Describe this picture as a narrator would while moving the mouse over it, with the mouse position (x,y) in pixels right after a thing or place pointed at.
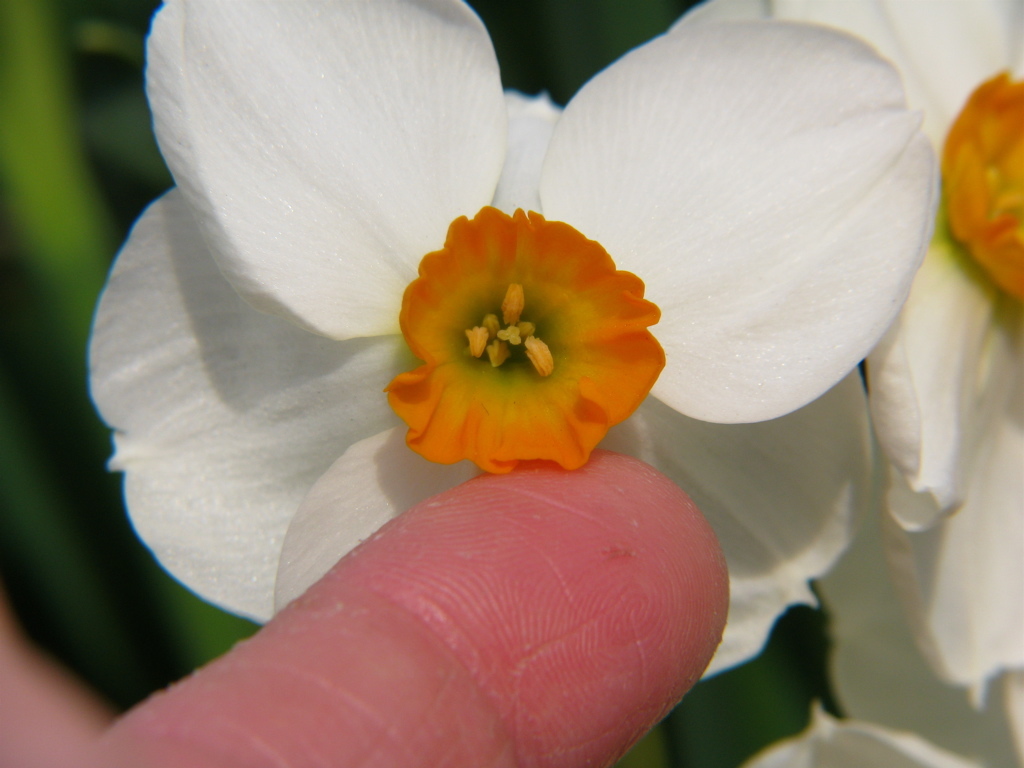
This image consists of a flower (397,460) in white color. There is a person (482,556) keeping finger (531,498) to the flower (494,435).
